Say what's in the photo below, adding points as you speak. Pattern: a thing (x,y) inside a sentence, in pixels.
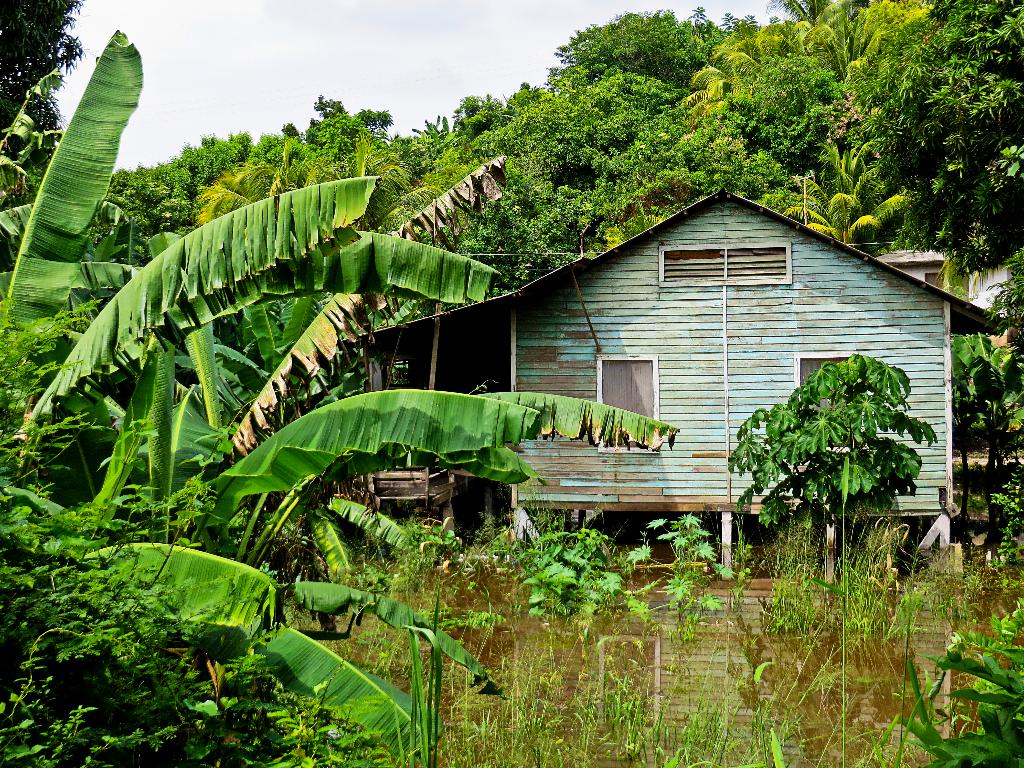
In the center of the image (652,330) we can see the sky (463,47), trees (249,347), one building (993,272), one wooden house (763,352), plants (641,721) and water (743,631). And we can see the reflection (759,588) of a wooden house (656,372) on the water (630,656).
